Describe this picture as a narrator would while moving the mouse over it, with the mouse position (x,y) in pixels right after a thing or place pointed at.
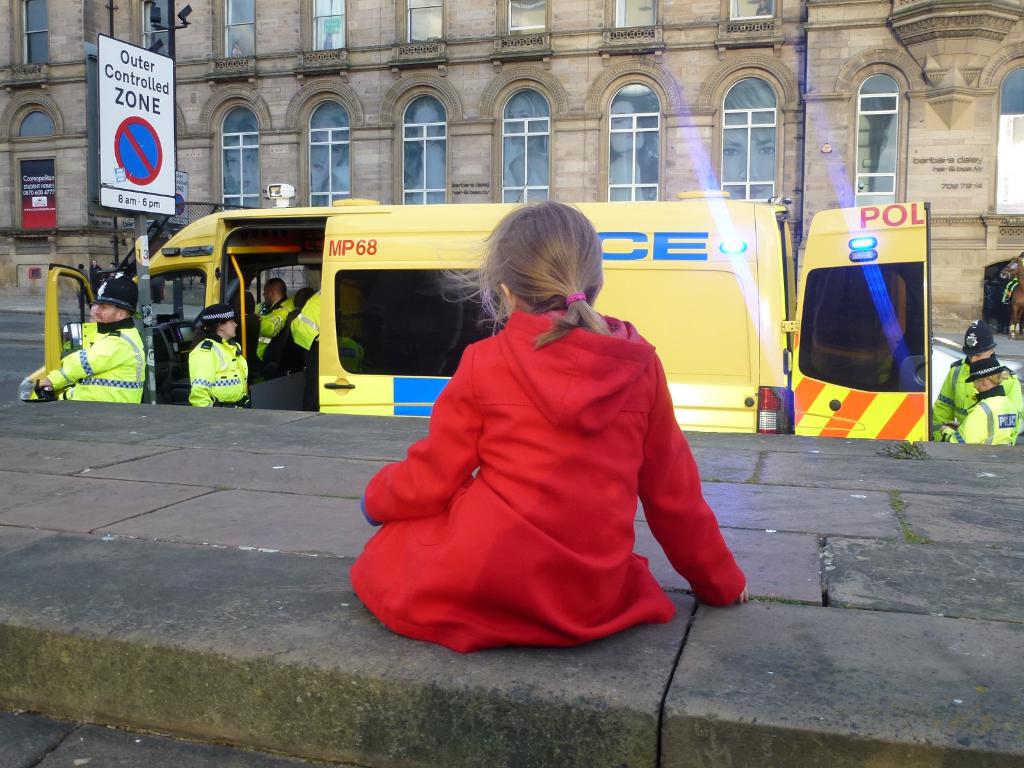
In the foreground of this image (563,403), there is a girl (531,505) and it seems like she is sitting on a pavement (722,646). In the middle (364,271), there is a vehicle (382,309) and a board (137,202). We can see few people (291,331) are inside it and few are standing outside of it. In the background (651,103), there is a building (454,98) and the road (20,331).
